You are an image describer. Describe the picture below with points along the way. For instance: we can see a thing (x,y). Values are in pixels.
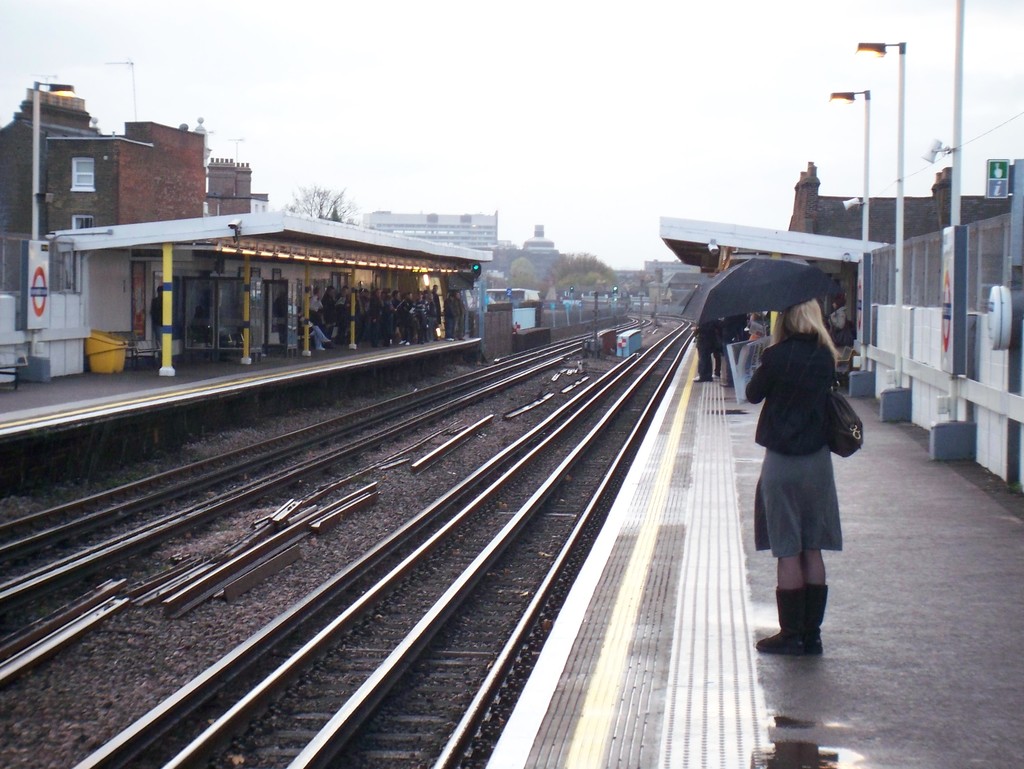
In this image, on the right (807,381), there is a lady (769,378) standing and holding an umbrella (721,278) and wearing a bag (839,409) and in the background (333,278), there are sheds (297,254), poles (615,306), buildings (22,156), lights (614,293), trees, benches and some other objects (569,299). At the bottom (168,550), there are tracks (334,600) and we can see a floor (812,659).
